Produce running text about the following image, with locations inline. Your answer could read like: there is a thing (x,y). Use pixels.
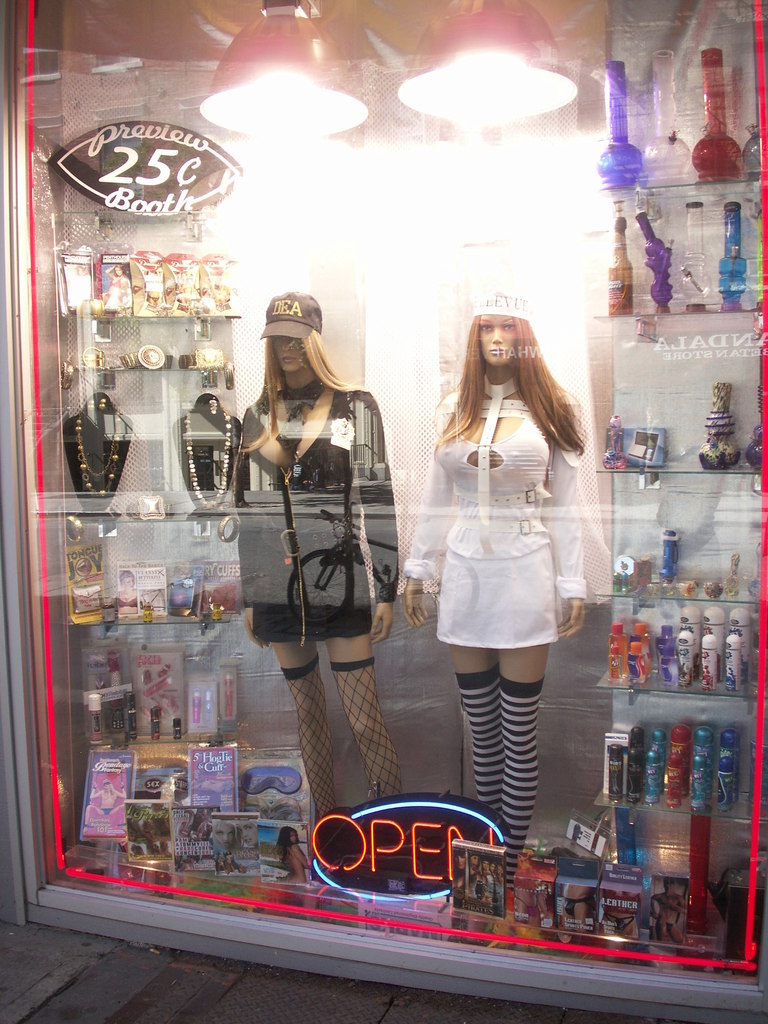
This image is taken outdoors. At the bottom of the image (47,1006) there is a floor (118,969). In the middle of the image (307,366) there is a store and there is a glass (293,575). Through the glass (371,509) we can see there are a few products (705,675) on the shelves (235,514) and there are a few objects (697,866) on the shelves (661,291). There is a board (161,156) with a text (162,195) on it. There are two lights (295,96). There are two mannequins (370,531) with dresses (422,540), stockings (502,706) and caps (286,312).
